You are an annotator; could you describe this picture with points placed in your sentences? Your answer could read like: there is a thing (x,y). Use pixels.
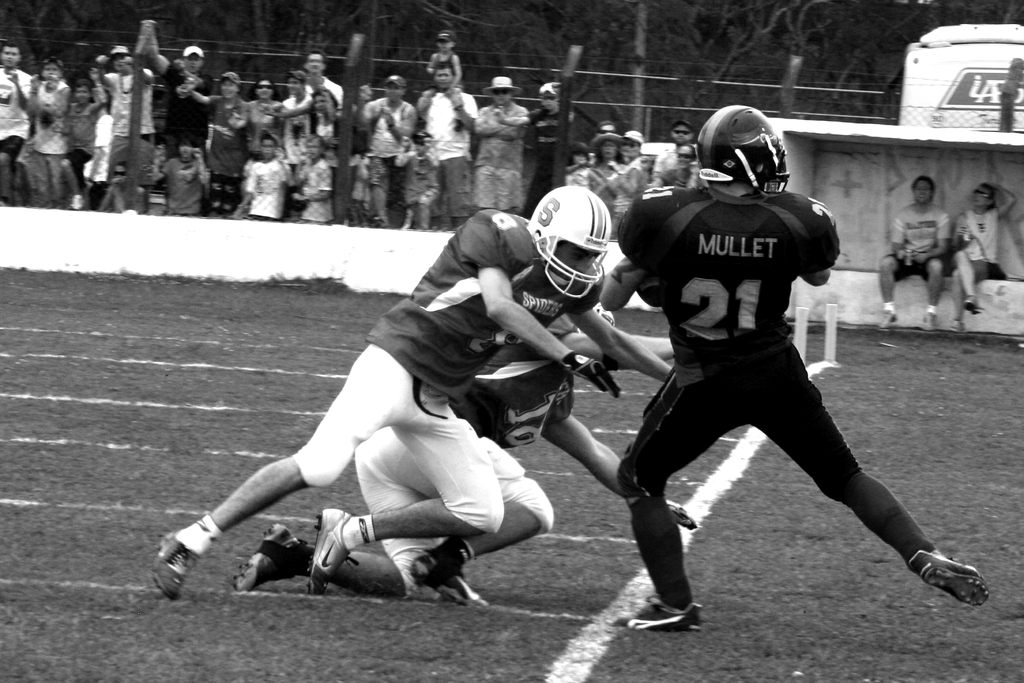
It is a black and white image. In this image we can see the persons (670,544) playing on the ground (538,572). In the background (109,194) we can see the fence (345,145) and behind the fence (567,112) we can see the people (485,160) standing and watching. We can also see the trees (745,70). On the right (988,209) there are two persons (939,222) sitting under the roof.
